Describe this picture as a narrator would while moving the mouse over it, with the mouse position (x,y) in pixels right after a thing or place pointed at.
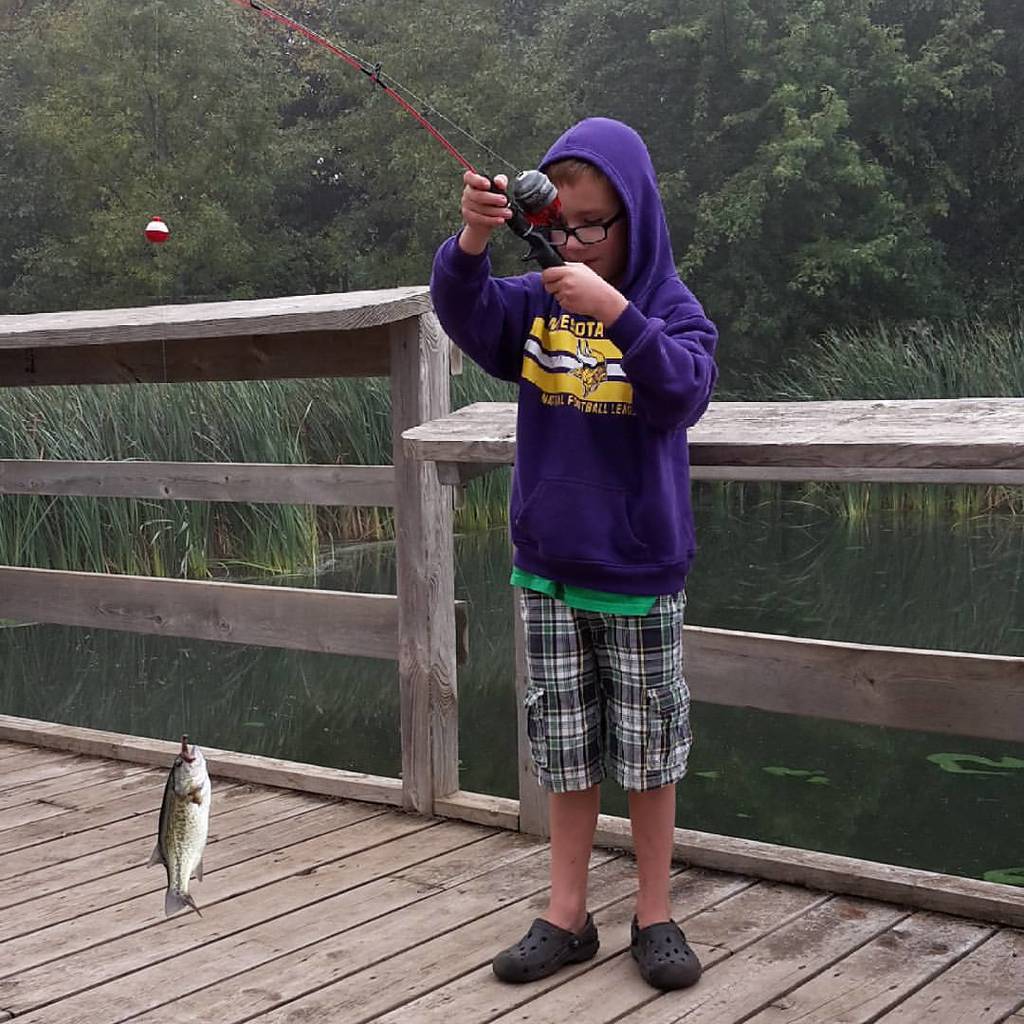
In this picture I can see a boy (574,564) holding a fishing stick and I can see a fish (176,839) to the string (180,693) and I can see water (729,607), trees (605,46) and I can see a wooden bridge (547,1009) and looks like grass (306,435) in the back (926,369).
